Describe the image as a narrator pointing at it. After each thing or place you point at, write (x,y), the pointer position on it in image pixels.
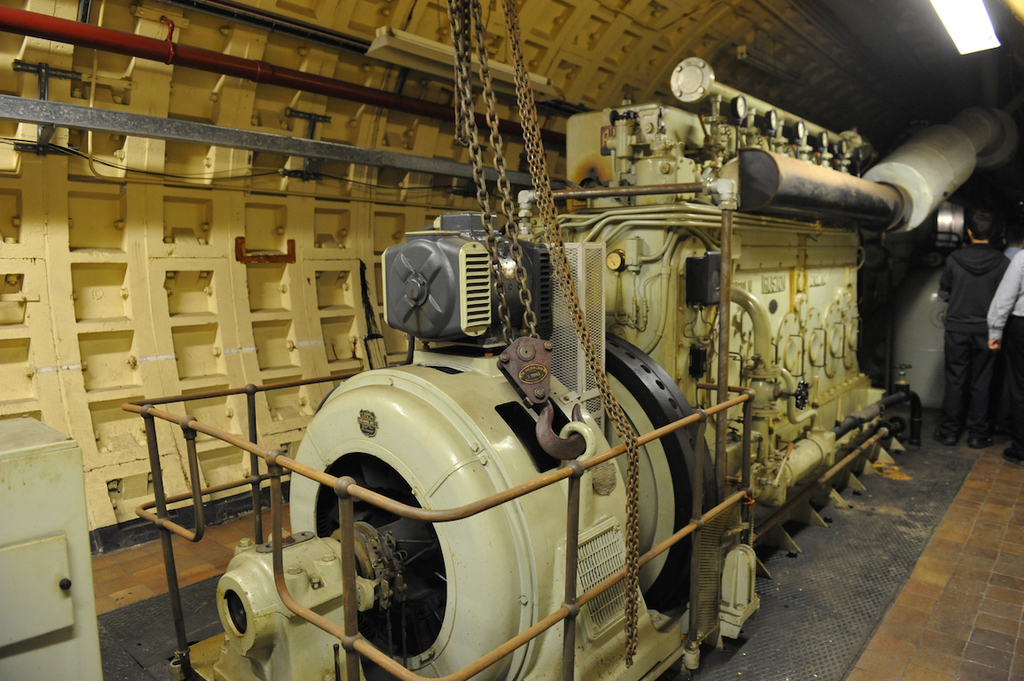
In this image, we can see machines (683,321), chains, rods (584,468) and pipes (622,218). On the right side of the image (985,316), we can see light (961,24) and people (980,348) standing on the floor (956,509). On the left side of the image (54,474), there is a box (82,503) with a handle (69,584). In the middle of the image (556,445), we can see chain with hook (567,454) attached to the ring (582,447).
